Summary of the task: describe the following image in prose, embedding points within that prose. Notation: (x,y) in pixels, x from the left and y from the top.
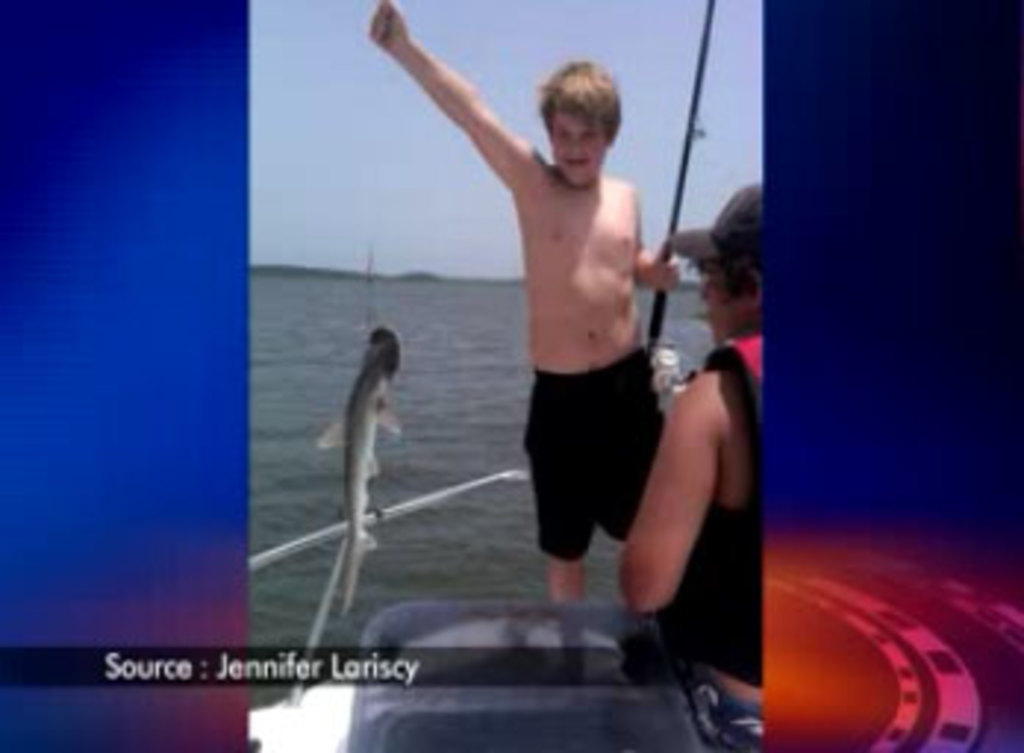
In this image it looks like a boat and we can see a person (651,462) sitting in the boat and the other person (604,202) standing and holding a fish (380,371). And we can see the water (461,590) and text (370,669) written on the poster (209,674).
